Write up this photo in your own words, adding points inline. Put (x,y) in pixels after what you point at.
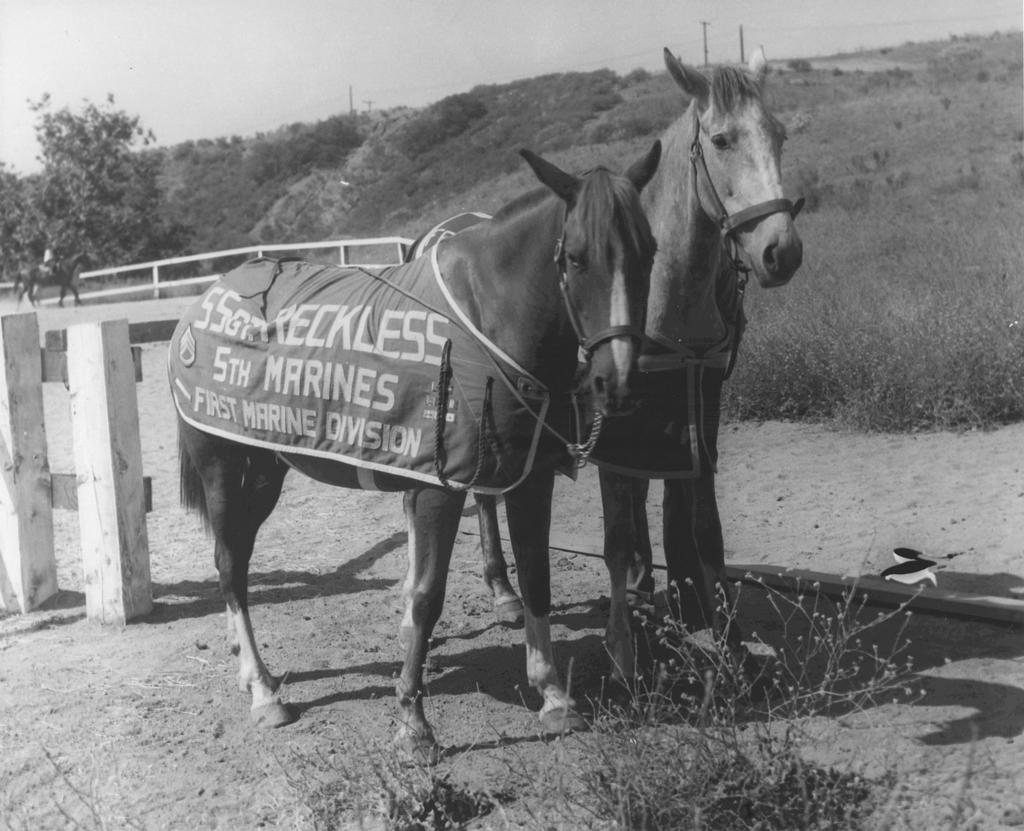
There are two horses (534,297) standing which has a cloth (355,367) tightened to it and there is something written on the cloth (323,365) and there are trees (128,177) and a horse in the left corner (87,191).
